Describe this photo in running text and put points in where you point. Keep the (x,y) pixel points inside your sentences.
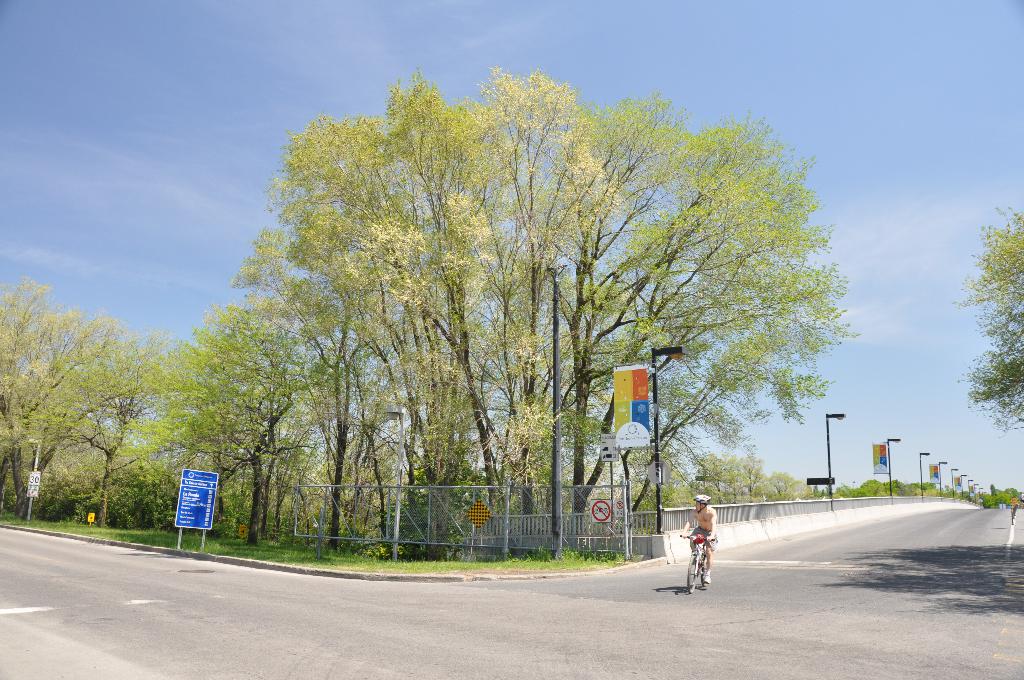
There is a person (686,532) riding a bicycle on the road (690,598). Here we can see poles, boards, grass (538,565), fence (533,517), and trees (494,339). In the background (859,266) there is sky (832,142).
